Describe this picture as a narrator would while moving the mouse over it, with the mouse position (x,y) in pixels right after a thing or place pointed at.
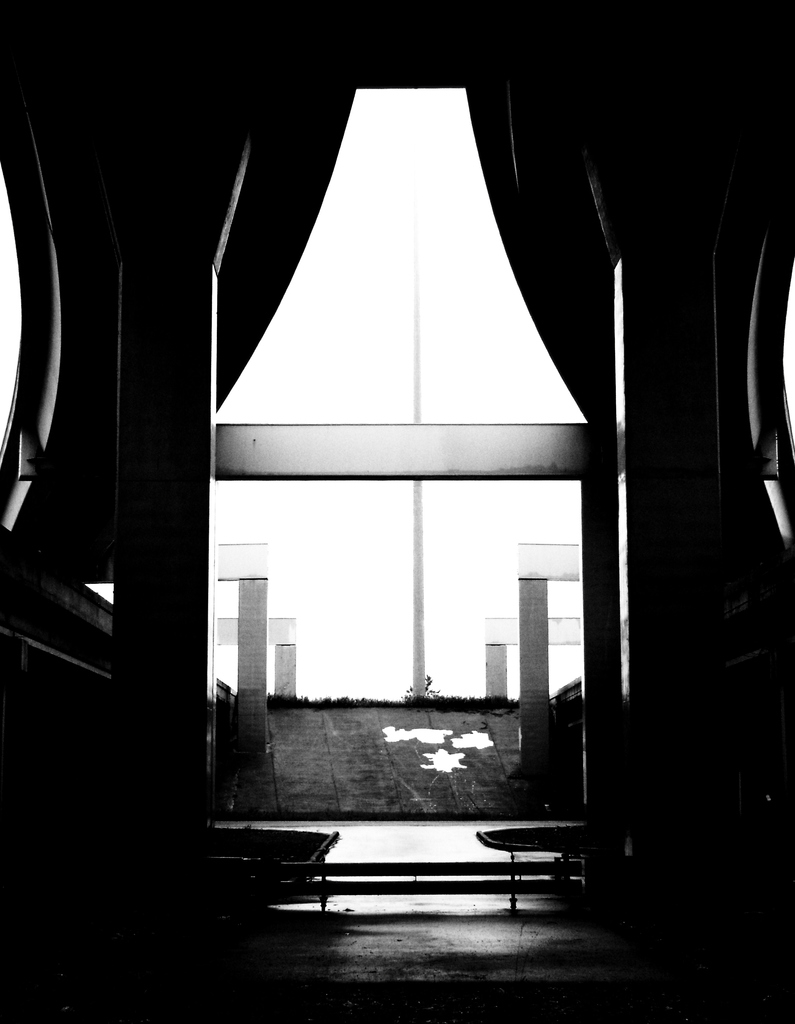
This is a black and white image. This looks like a building (62,128). There is concrete structure (281,136) at the top (618,133). There is something like a pole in the middle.
